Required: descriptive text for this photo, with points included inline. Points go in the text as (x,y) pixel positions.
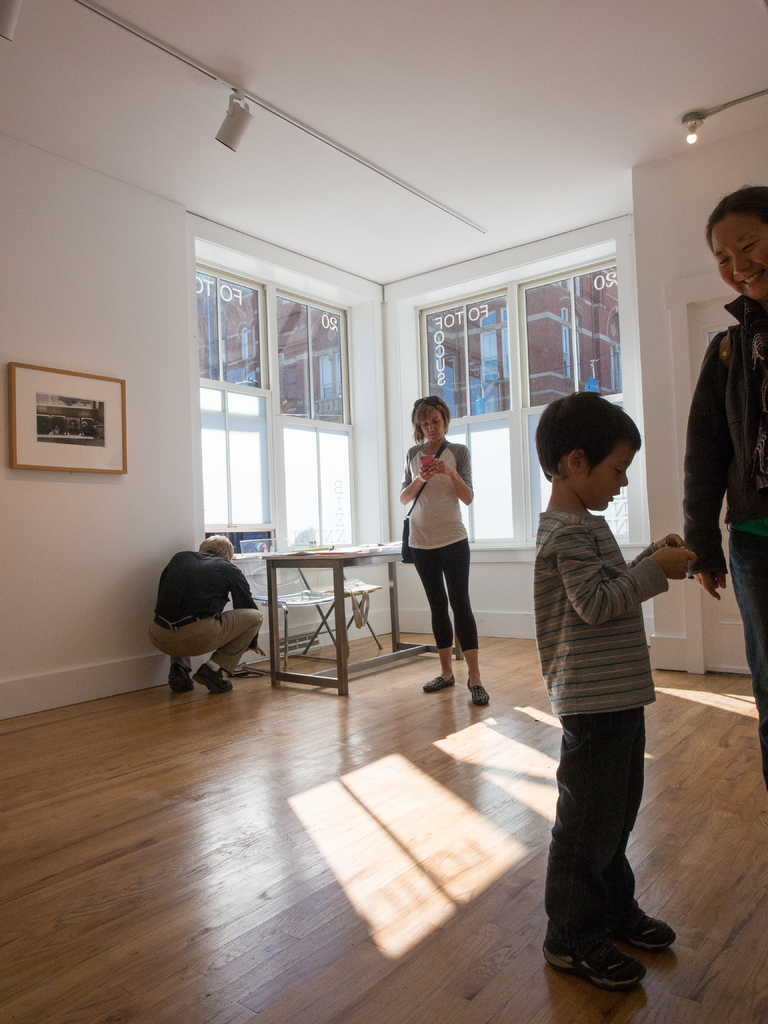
There are four people (439,483) in a room (460,693). Of them a boy (568,527) is standing with a woman (739,396) in front (602,612). A girl (432,503) is standing behind. A man (190,586) is in squat position beside a table (338,562).
